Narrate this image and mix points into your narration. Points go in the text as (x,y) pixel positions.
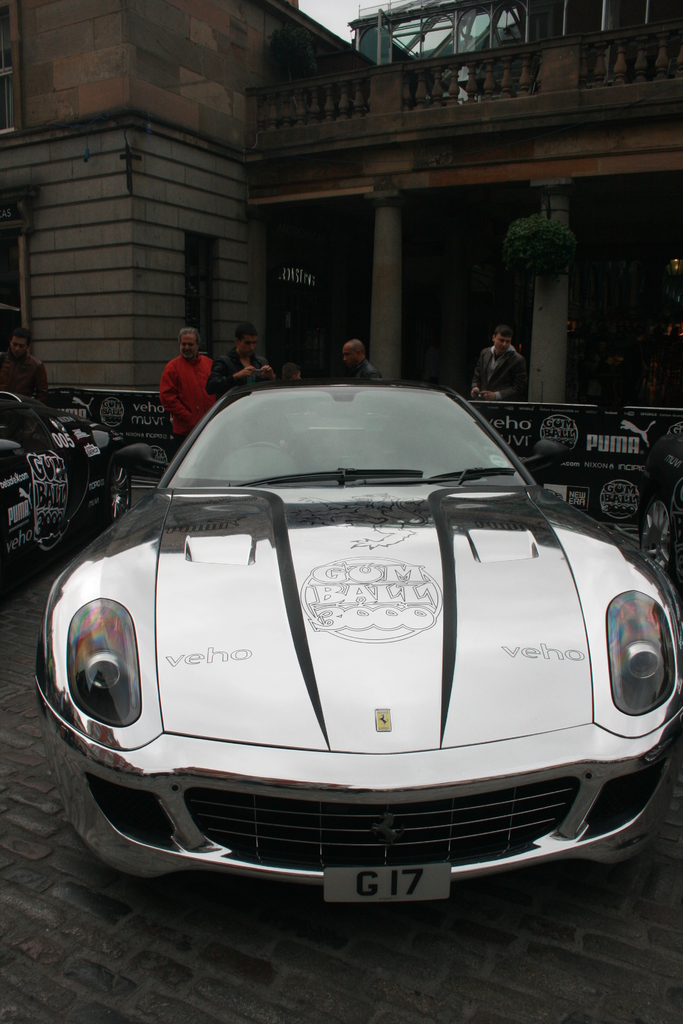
This picture is clicked outside. In the foreground (550,526) we can see the cars (208,551) parked on the pavement (217,916) and we can see the group of people (184,366) seems to be standing and we can see the text (618,441) and some pictures (633,425) on the banners (624,455). In the background (513,145), we can see the buildings (372,155), pillars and the metal rods (398,40) and some other items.
